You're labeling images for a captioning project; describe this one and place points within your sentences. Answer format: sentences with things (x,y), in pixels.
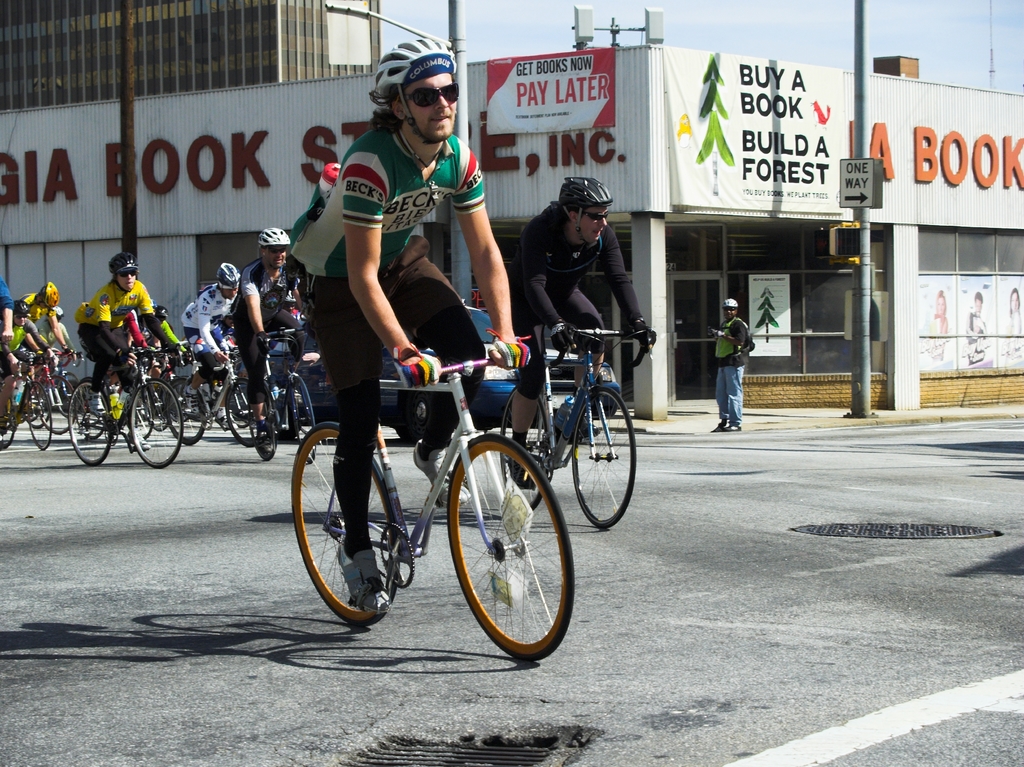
In this picture we can see a group of people (60,316) wore helmets (396,79) and riding bicycles (130,390) on the road (979,509), car (389,396), banners (496,125), buildings (628,126), poles (462,203) and a person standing and some objects (875,308) and in the background (666,2) we can see the sky (716,14).
